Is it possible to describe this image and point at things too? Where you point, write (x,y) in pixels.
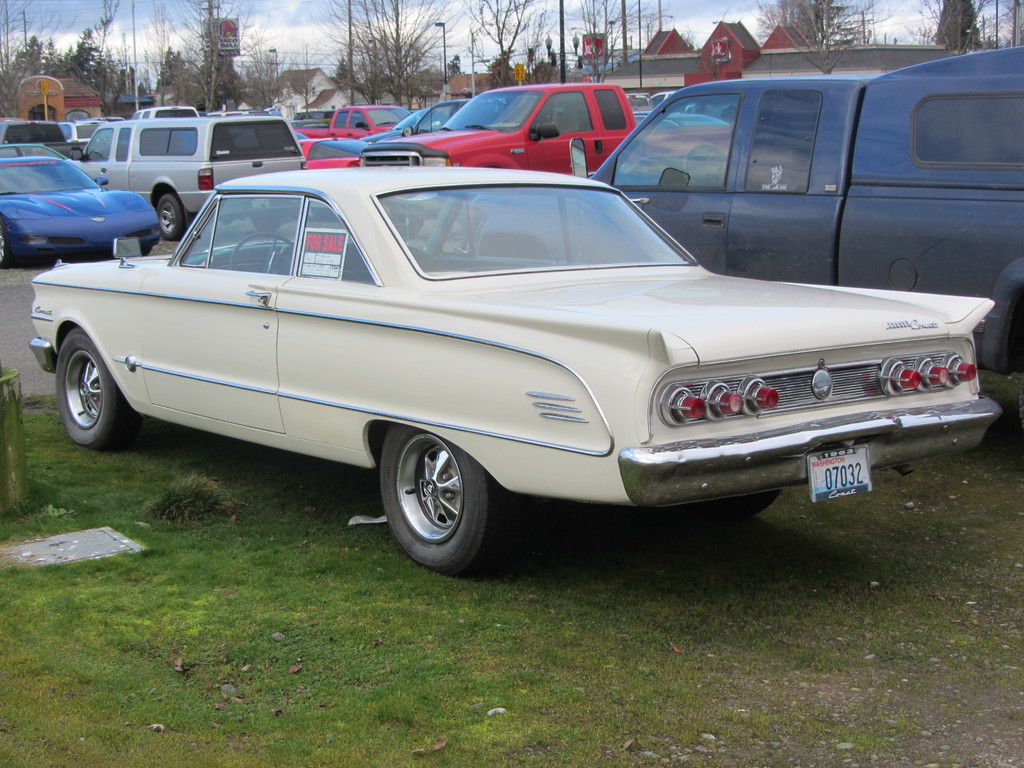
In this image we can see there are many cars (586,291) parked on the road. In the background (256,23) there are buildings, trees (499,12) and sky (295,66).
